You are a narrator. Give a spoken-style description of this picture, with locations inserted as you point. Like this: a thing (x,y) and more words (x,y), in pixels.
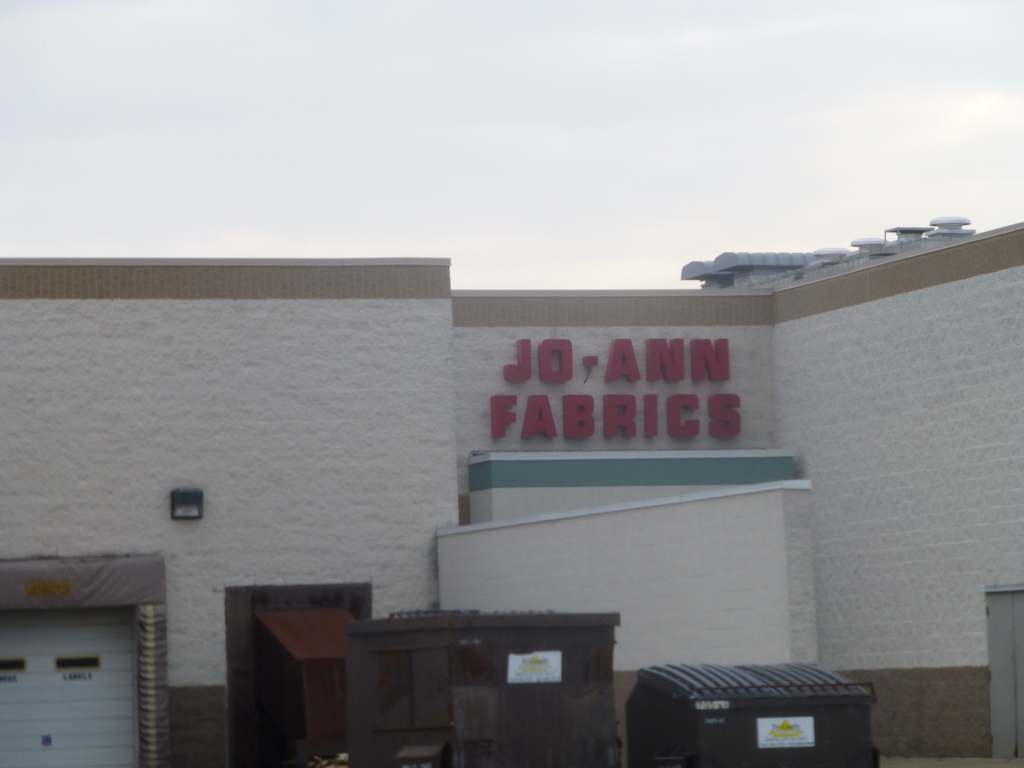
It looks like a building (619,631), there is a name (583,405) in red color on this wall (613,383). At the top (611,160) it's a sky (586,154).
